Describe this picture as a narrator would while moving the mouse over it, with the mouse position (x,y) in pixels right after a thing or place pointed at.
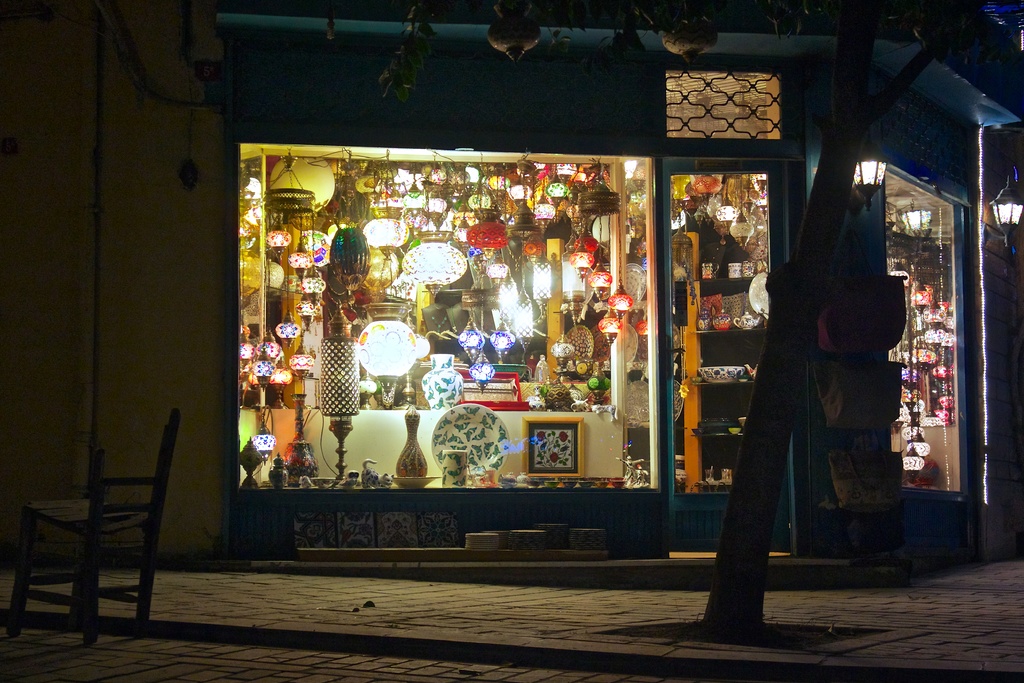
This image is taken outdoors. At the bottom of the image (390,652) there is a floor (349,642). On the left side of the image (134,527) there is an empty chair (82,512). In the middle of the image (573,373) there is a house (196,275) with walls (183,265) and doors (686,297). There are a few lights (982,243). There are many paper lamps (403,333), lamps (481,352), jars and many things (556,399) in the room (552,253). There is a tree (779,410).
